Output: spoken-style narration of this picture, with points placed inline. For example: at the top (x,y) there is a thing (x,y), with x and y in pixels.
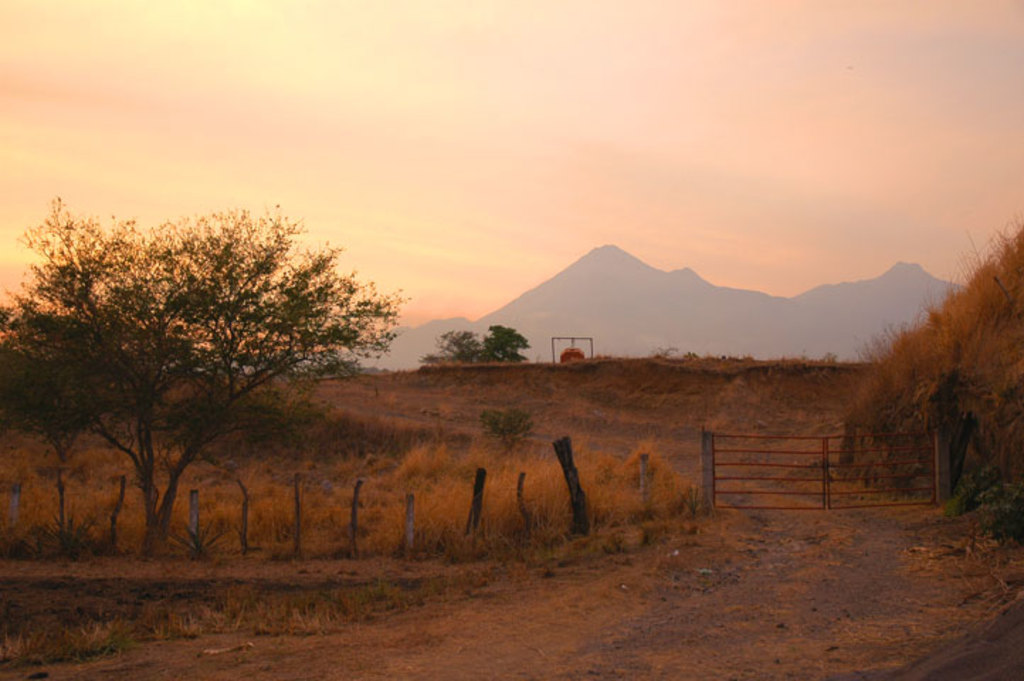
In this image on the left side (298,444) we can see a tree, grass (663,487) and wooden poles (521,510). We can see the gate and grass (916,400) on the right side (897,400). In the background (615,339) we can see trees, an object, mountains (684,300) and clouds (507,255) in the sky (116,46).
